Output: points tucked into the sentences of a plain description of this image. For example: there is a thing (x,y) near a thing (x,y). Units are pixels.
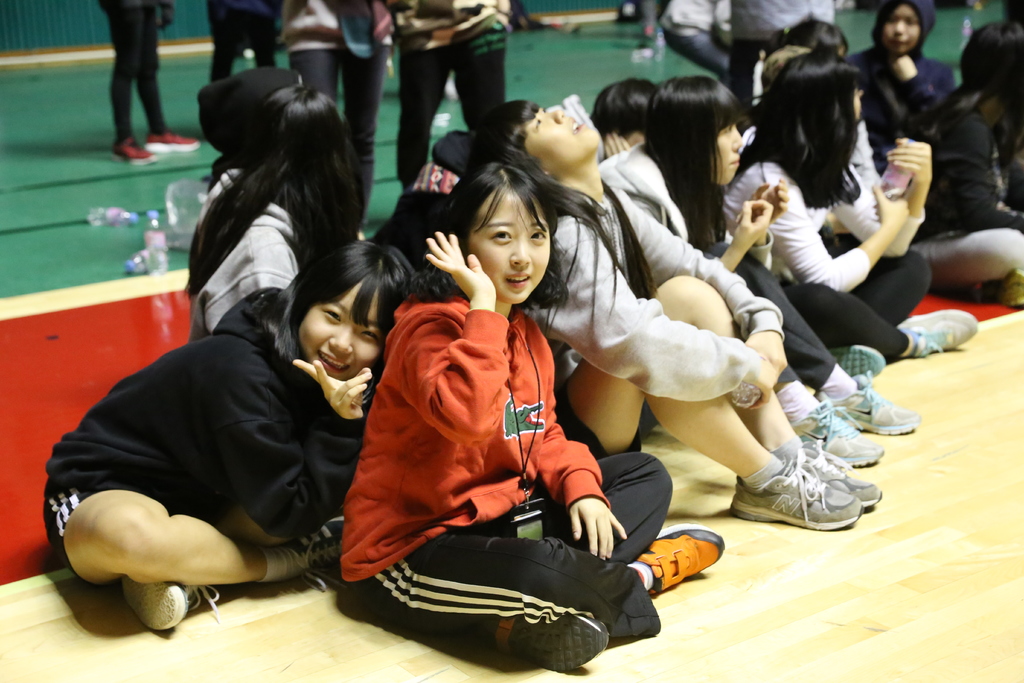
In this image I can see the group of people (572,339) with different color dresses (449,328). I can see few people (412,620) are sitting on the floor (123,238) and few people (477,43) are standing. In the background (125,223) I can see the bottles (125,223) and the green color wall (40,34).
